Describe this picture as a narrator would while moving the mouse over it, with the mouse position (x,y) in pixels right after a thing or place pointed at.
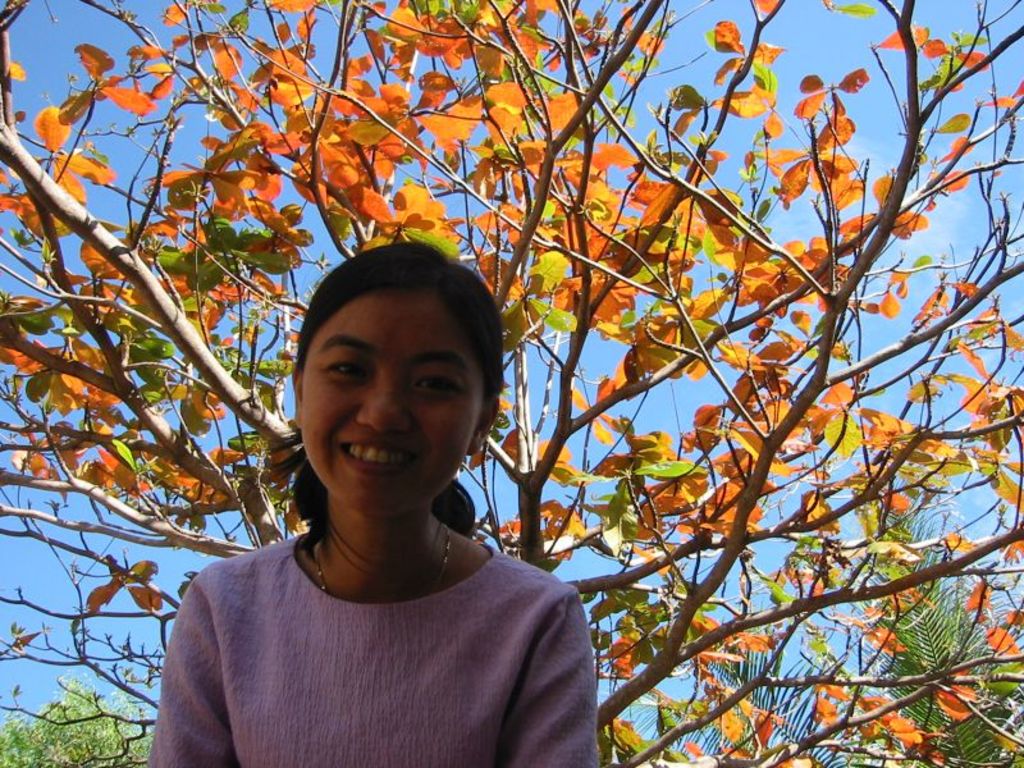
In this picture there is a woman (429,479) with pink dress (364,667) is smiling. At the back (304,140) there are different types of trees (10,203). At the top (682,57) there is sky (682,57).
